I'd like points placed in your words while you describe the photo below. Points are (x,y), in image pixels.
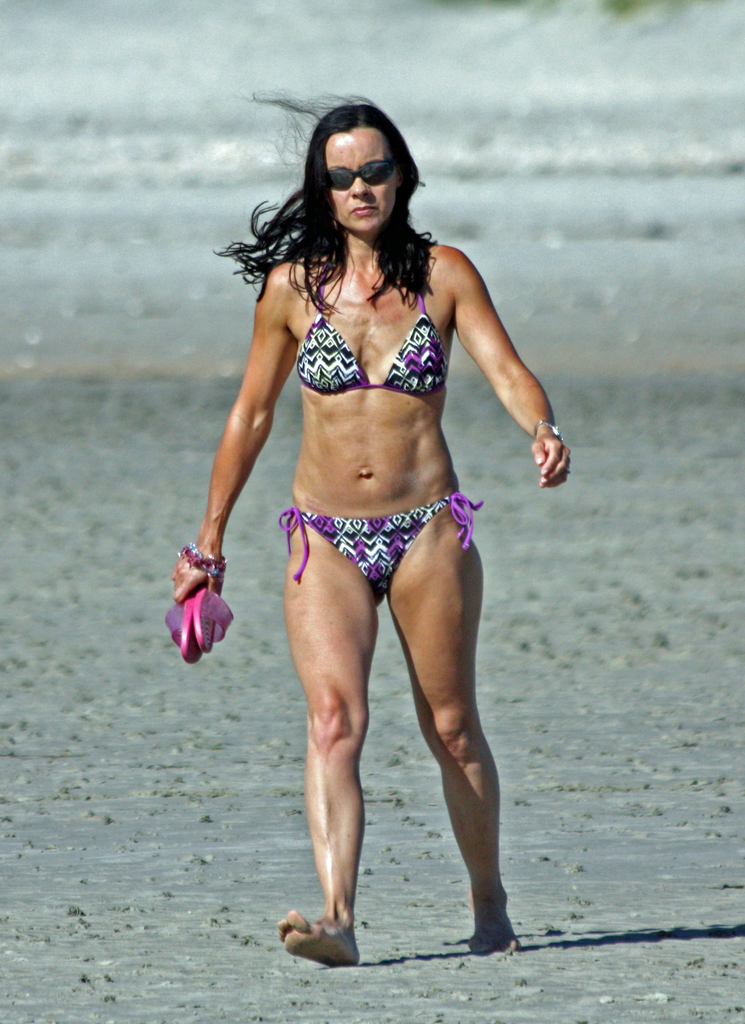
In this image I can see a person (375,468) walking on the ground (278,650) and holding a footwear (214,641).
